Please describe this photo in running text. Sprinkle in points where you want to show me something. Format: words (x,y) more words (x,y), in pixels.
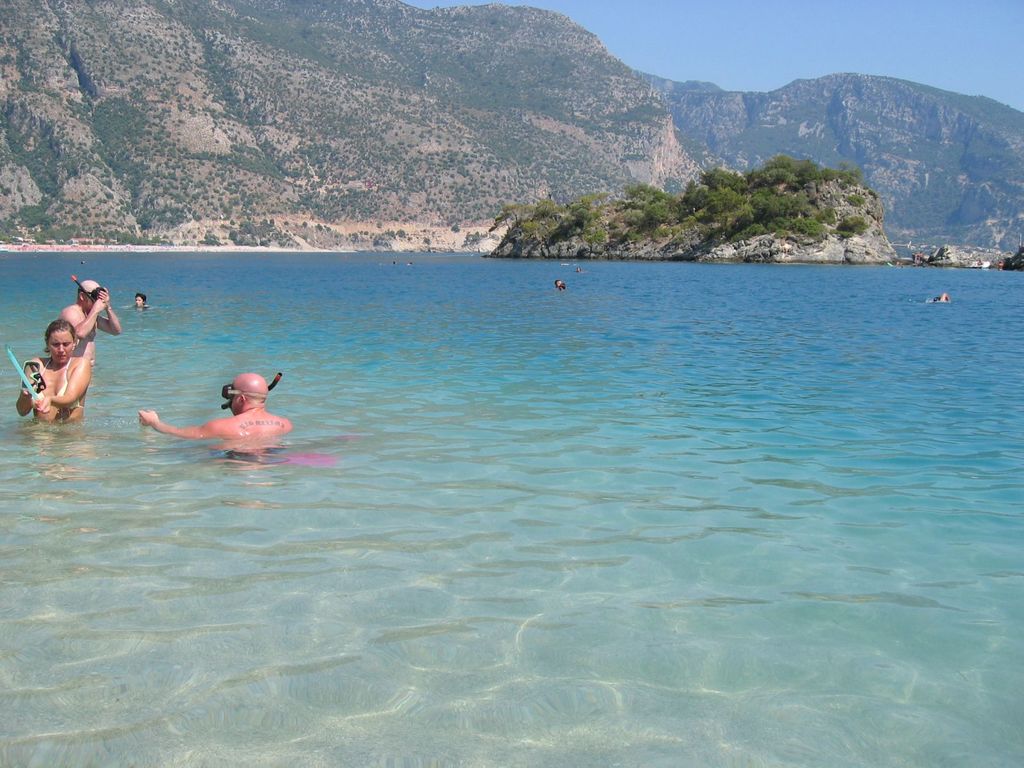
In this image I can see mountains (559,165) and sea water (536,401) and some people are diving.
